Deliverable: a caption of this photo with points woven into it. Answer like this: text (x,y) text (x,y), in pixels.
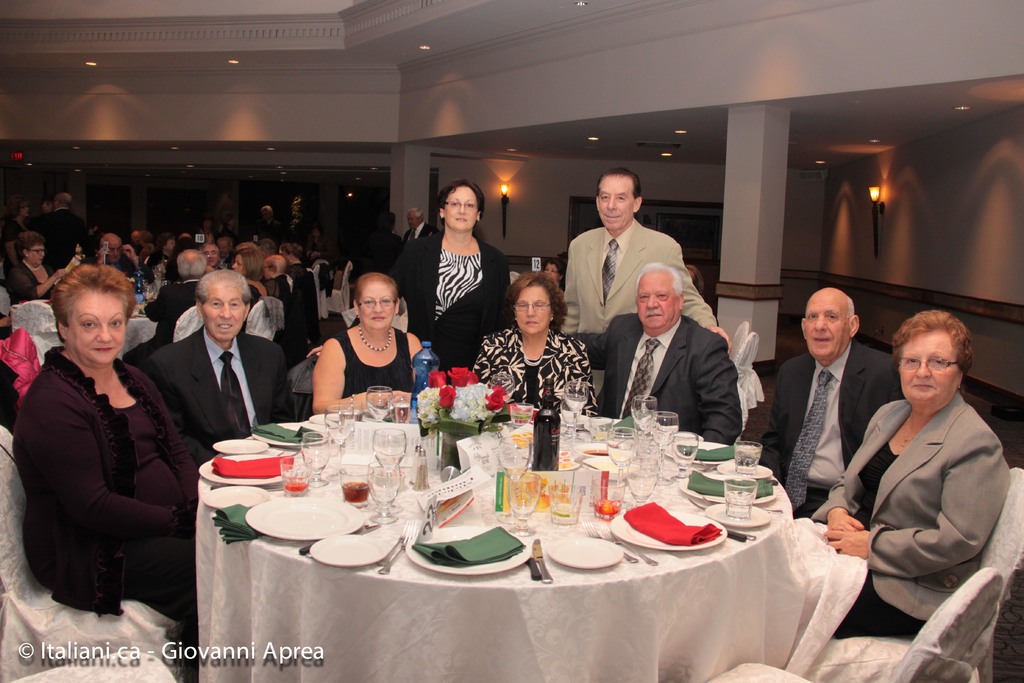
In the image I can see some people (190,518) who are sitting around the table (505,648) on which there are some glasses (637,491), plates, bowls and a flower pot (502,391) and also I can see some other people (470,317) and some lights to the roof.
